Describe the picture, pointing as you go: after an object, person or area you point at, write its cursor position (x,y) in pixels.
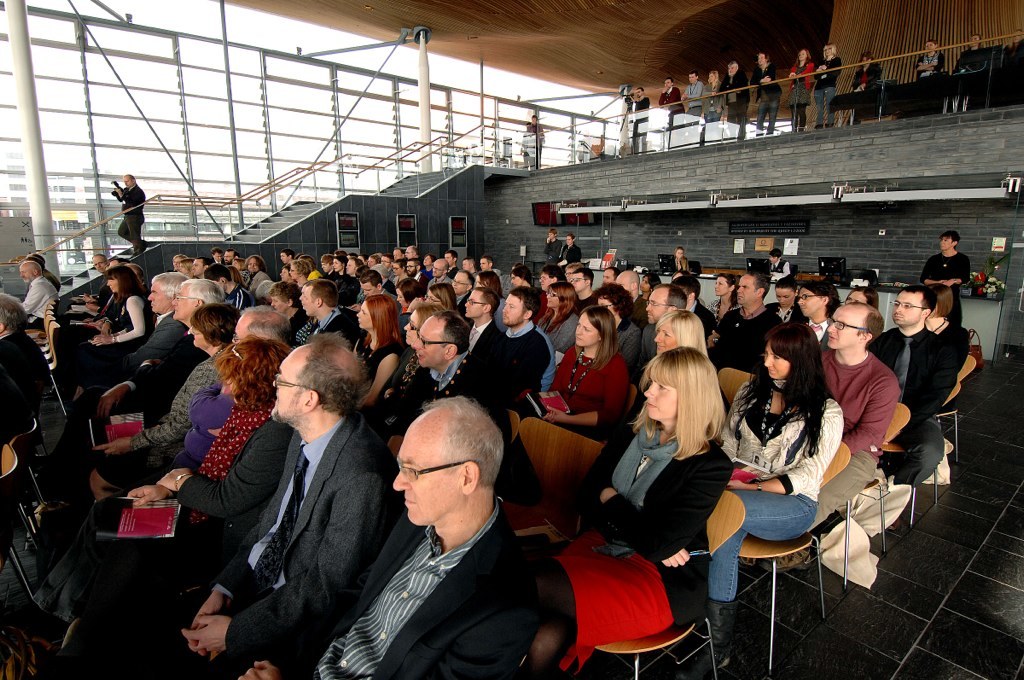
there are many people (498,505) sitting on the chair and at the left (268,224) there are stairs (305,211). on the top (694,84) there are people (707,88) standing and watching the people (663,442) at the bottom (650,471).
